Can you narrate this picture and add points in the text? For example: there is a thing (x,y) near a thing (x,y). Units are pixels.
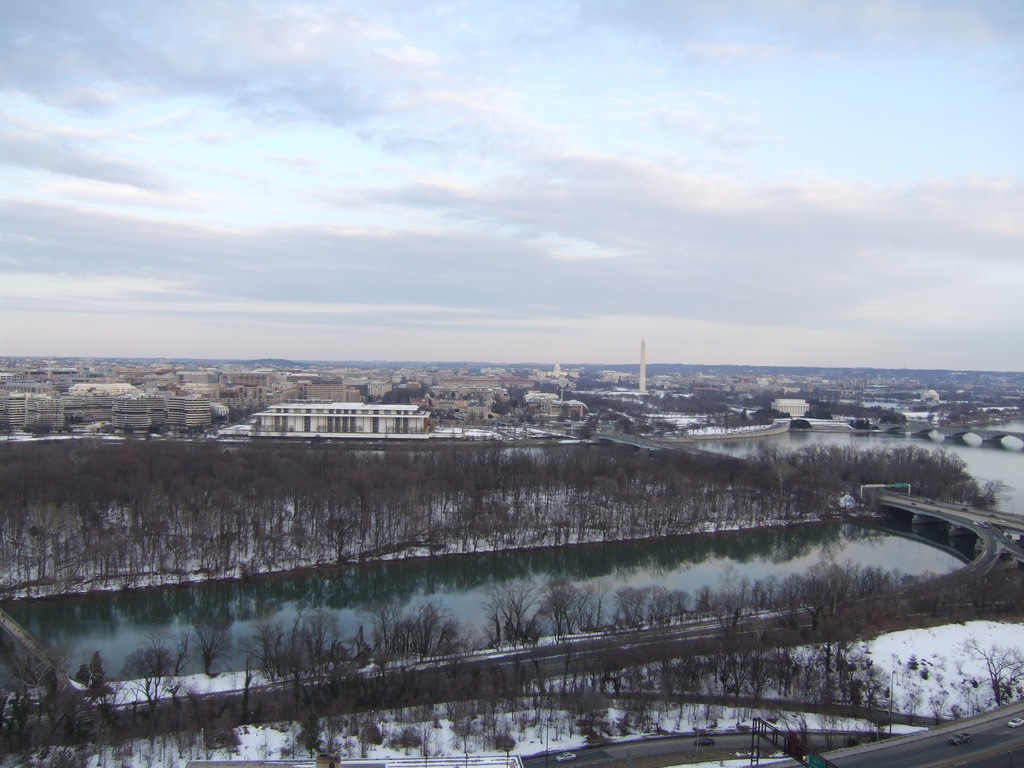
In this image in the middle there is the river (77,628) and surrounded by some snow (948,665) and there are many buildings (181,389) at the back (35,395).
